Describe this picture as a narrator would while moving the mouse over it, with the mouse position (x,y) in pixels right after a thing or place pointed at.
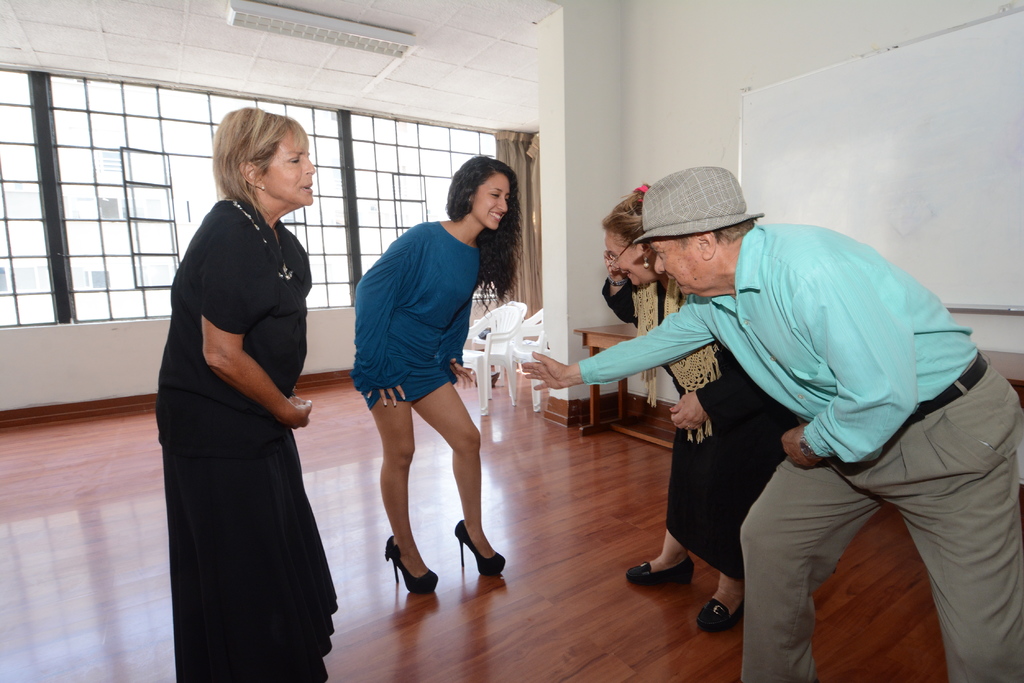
In the image there are four people (759,520) on that two are right and other two are on the left (304,419). On the right (749,345) there is one man (780,511) and one woman (724,451). On the left (226,364) both are women (423,365). In the back ground (119,205) there is a window (129,186), chairs (515,352), table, whiteboard (883,187), wall (705,119), curtain (536,157), glass (386,174).
